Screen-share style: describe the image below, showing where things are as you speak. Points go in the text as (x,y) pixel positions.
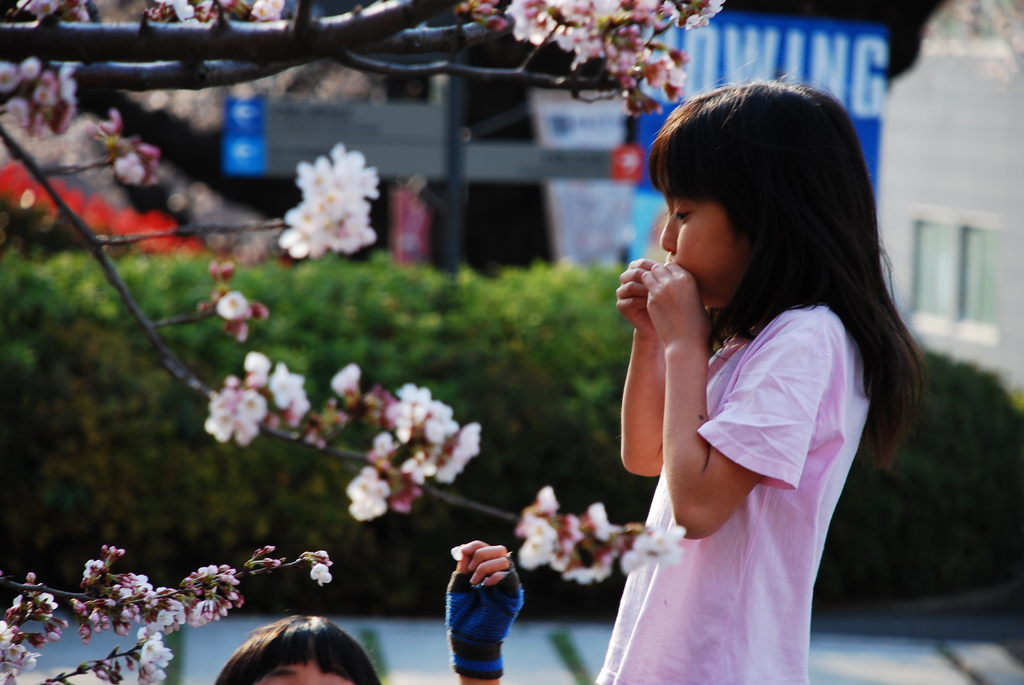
In this image, we can see a girl (735,515). At the bottom (340,655), we can see human head (354,665) and hand (479,635). Background we can see few flowers (351,411) with stems (209,392). Here we can see plants (426,502), banners (639,137), pole (453,193), walls (970,163).
